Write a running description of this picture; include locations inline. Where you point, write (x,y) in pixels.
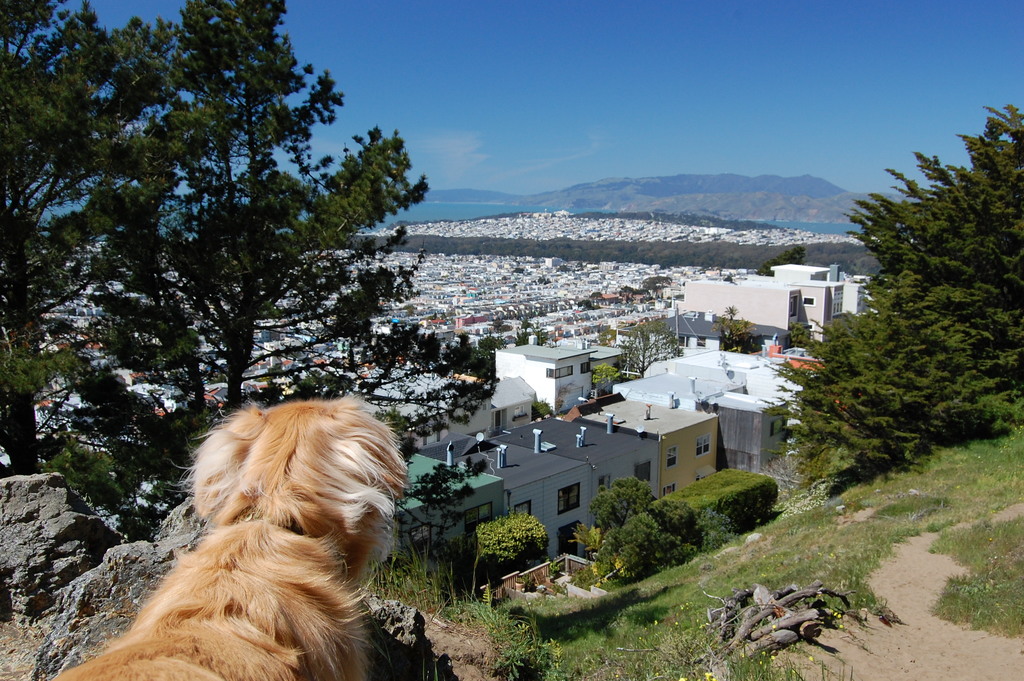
As we can see in the image there are trees (972,434), grass (805,531), dog (349,680), buildings (451,317), plants (490,536) and on the top (651,72) there is sky (577,64).
